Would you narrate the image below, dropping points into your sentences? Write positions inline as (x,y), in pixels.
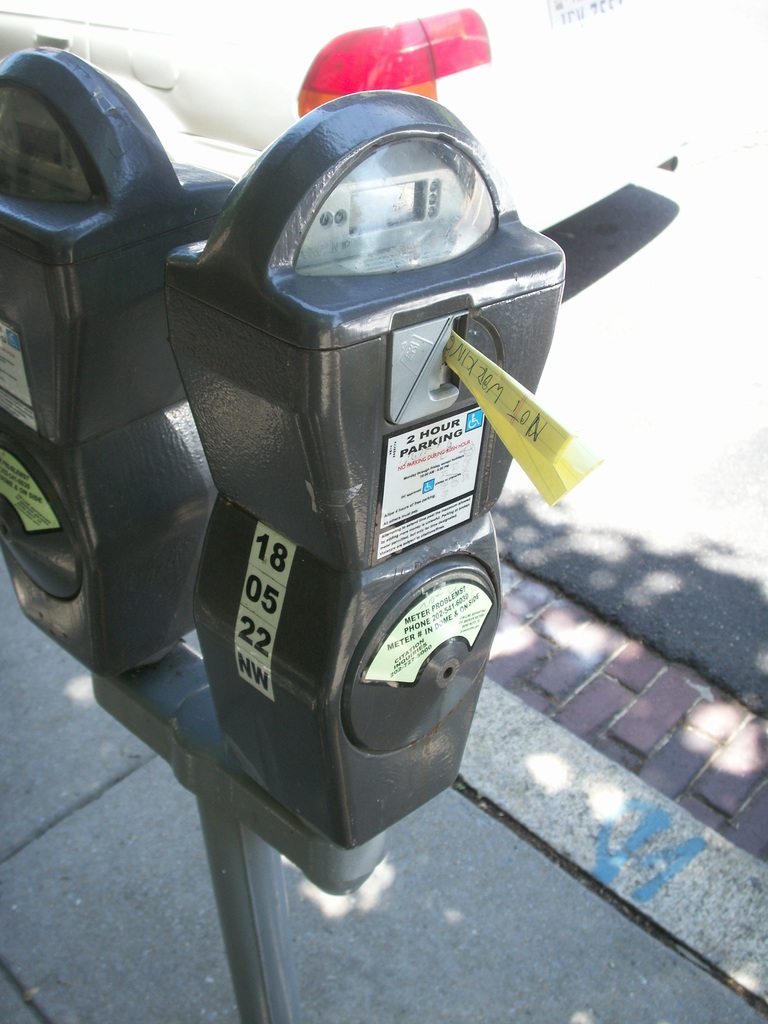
In the image there are two parking meters (334,356) kept beside the road (523,562).
